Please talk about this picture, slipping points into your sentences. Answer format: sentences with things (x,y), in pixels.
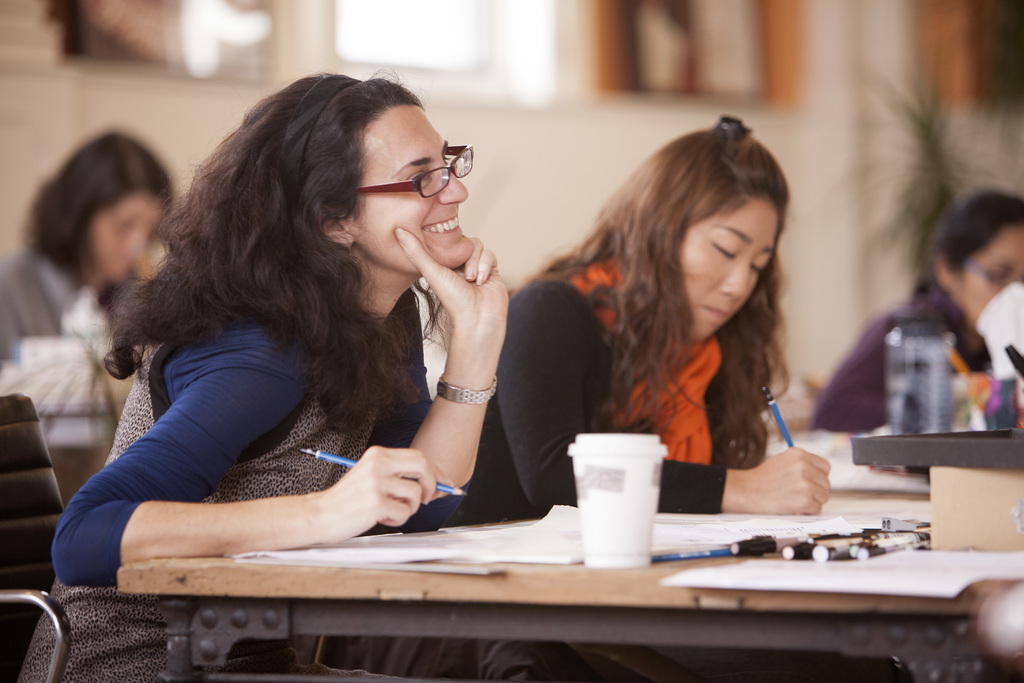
There are books (853,569), bottle (919,413), pens (859,538) and a cup (603,524) are present on a table (594,574) as we can see at the bottom of this image (652,630). We can see four women (218,266) sitting on the chairs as we can see in the middle of this image (378,315). There is a wall (569,127) in the background (553,105), we can see photo frames (737,47) attached to it.
